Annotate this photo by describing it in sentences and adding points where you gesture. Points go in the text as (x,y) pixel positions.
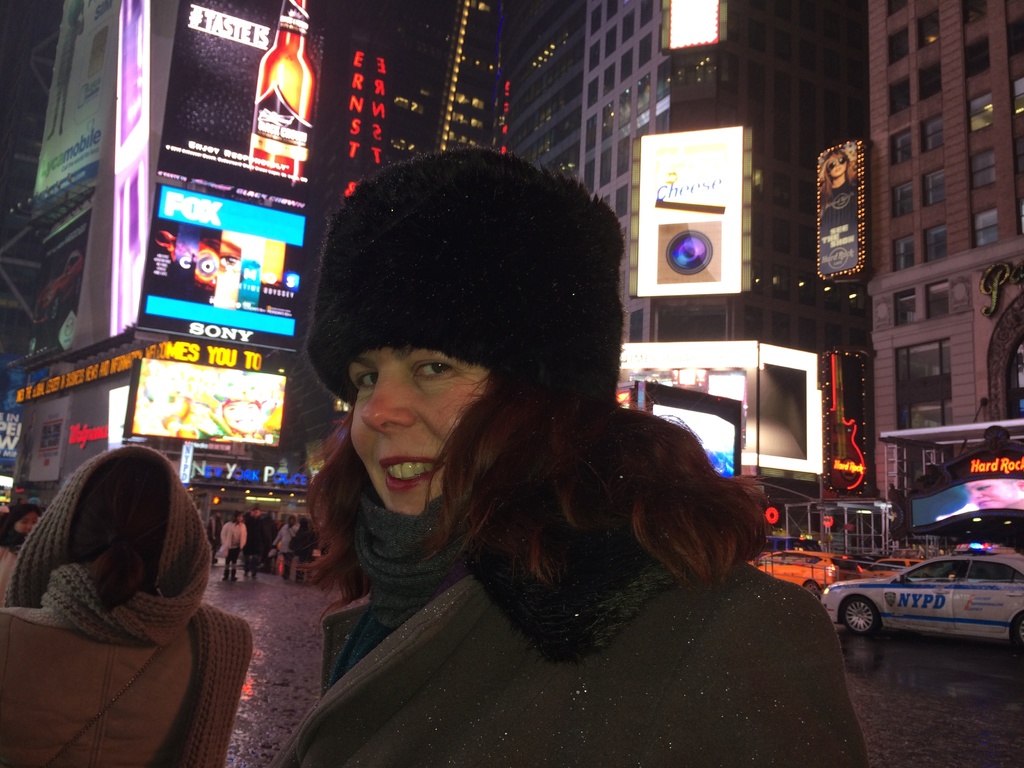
In this image, in the middle (628,483), we can see a woman (646,573). In the left corner (126,484), we can also see another woman (168,504). On the right side (978,564), we can see a car (1016,599) which is placed on the road (978,754). In the background (433,3), we can see a group of people (6,566), building (48,414), hoardings (240,211). At the top (402,11), we can see a black color. At the bottom (920,668), we can see a road (947,695).
